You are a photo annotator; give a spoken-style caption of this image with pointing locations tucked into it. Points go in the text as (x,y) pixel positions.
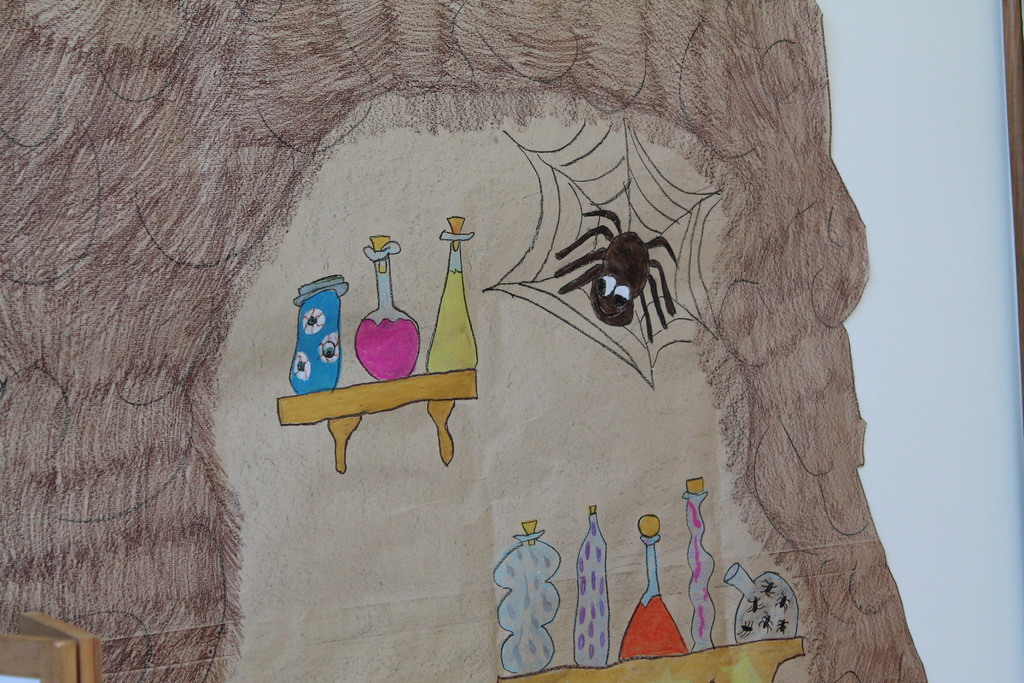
In this image there is a drawing (459,315), there is a spider (616,268), there is a spider web (644,163), there are objects (396,313), at the background of the image (891,326) there is a white board (926,206).
